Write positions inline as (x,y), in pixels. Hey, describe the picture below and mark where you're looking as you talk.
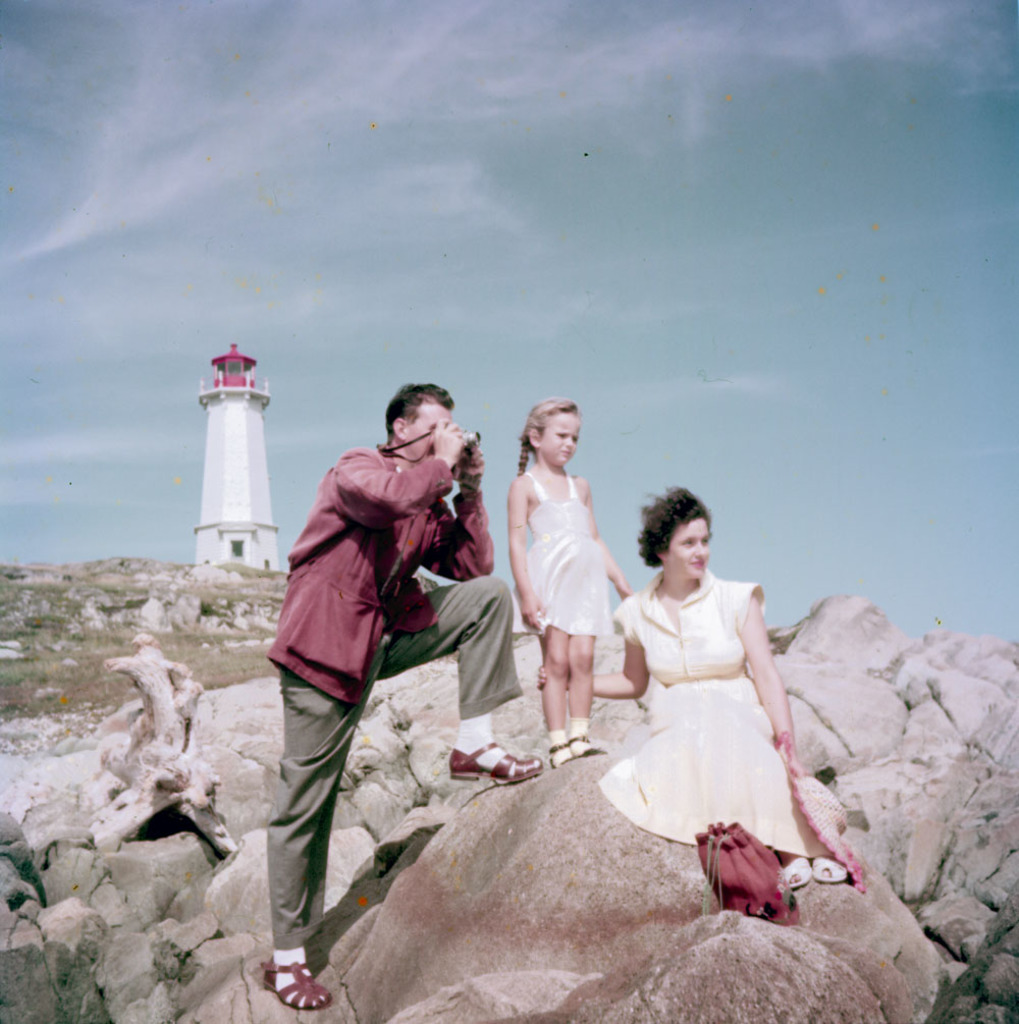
In this picture I can see there is a man (447,648), girl (537,469) and woman (608,697). The man (411,554) is standing and he is clicking images, the woman (676,741) is wearing dress (669,675) and sitting, there is a bag (743,869) on the rocks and there is a lighthouse (255,535) in the backdrop (255,474). The sky (507,347) is clear.
